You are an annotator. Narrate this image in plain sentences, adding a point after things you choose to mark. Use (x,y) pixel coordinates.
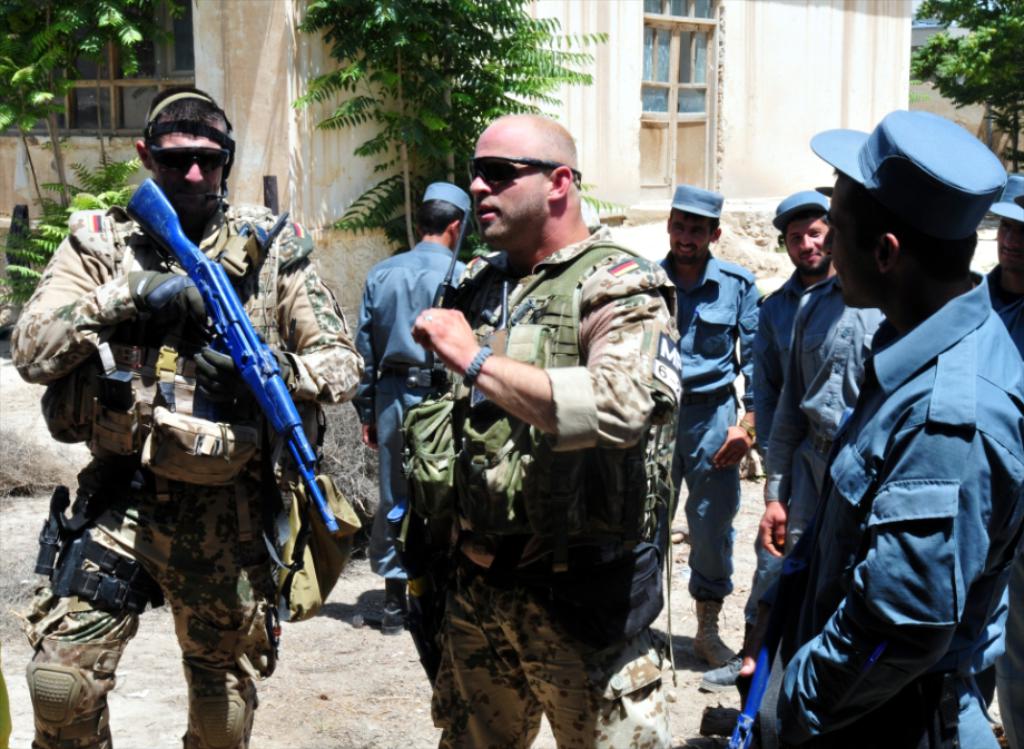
In this picture there are group of persons (741,322) standing. On the left side (212,389) there is a man (164,443) standing and holding a gun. In the background (438,131) there are trees (386,183) and there are buildings (871,102).
